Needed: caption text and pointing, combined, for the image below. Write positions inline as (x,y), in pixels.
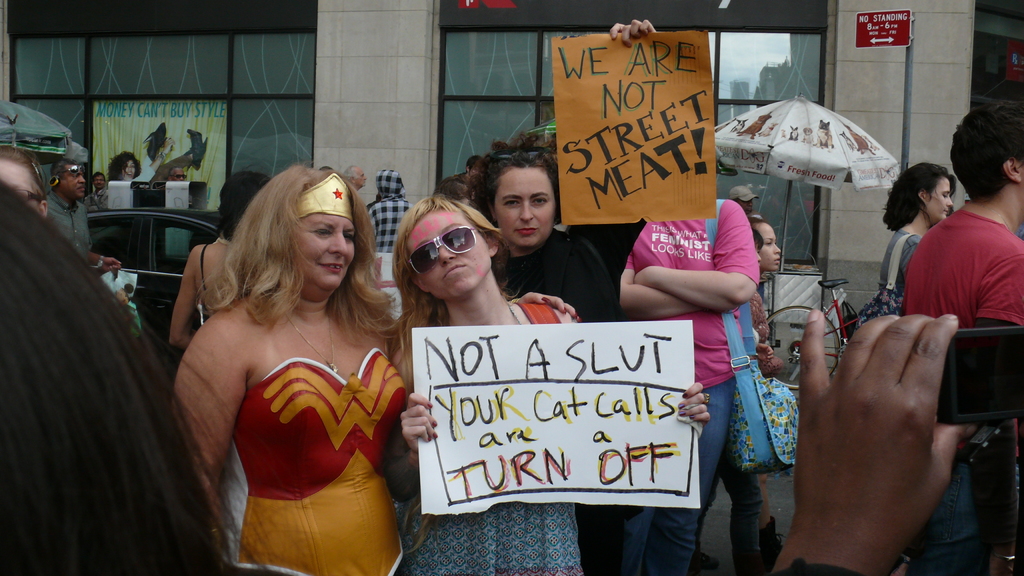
This image consists of so many people (542,288), who are holding some papers (506,374). There is building (393,99) backside. There is a small umbrella like thing (777,156) in the middle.
